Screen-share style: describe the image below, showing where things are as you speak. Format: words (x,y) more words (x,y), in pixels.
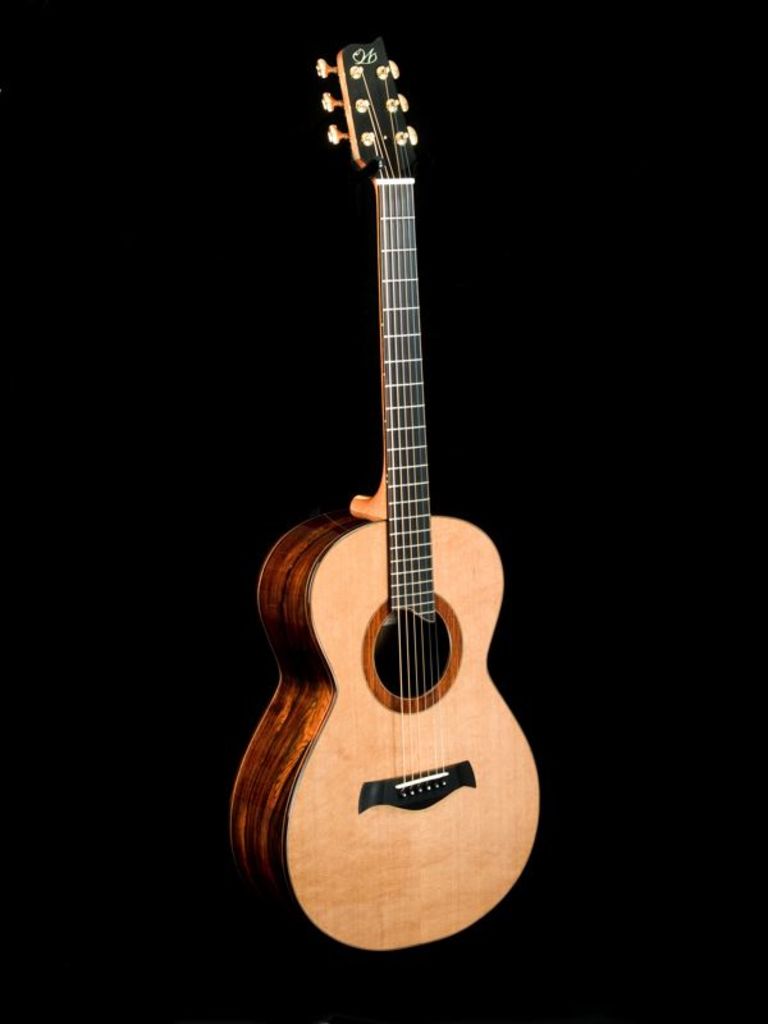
In this image there is a guitar (359,167).
